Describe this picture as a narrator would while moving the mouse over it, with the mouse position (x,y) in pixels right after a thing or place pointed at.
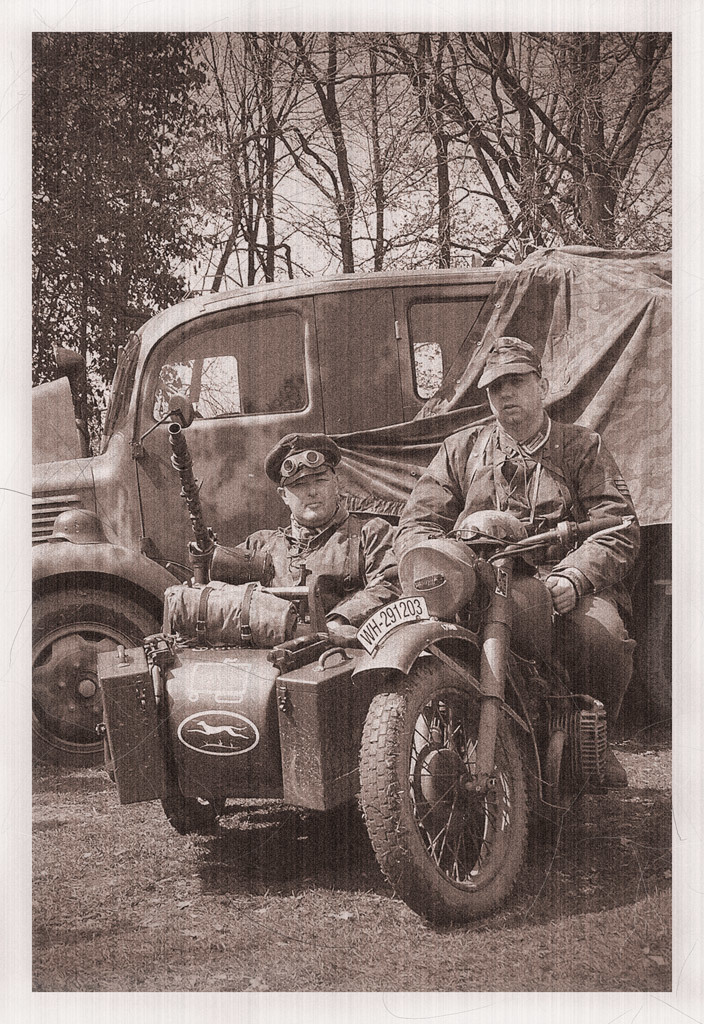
This is a old photograph. Two persons (470,503) were sitting on a bike (466,718) with a number plate (405,608) on it. Both of them are wearing a uniform (324,530), one person (505,392) wearing a cap (542,368) and another person (290,551) holding a weapon (199,582). There is a truck (150,345) behind them and sheet (623,296) covered the vehicle (656,542). In the background (515,194) there are group of trees (355,49).
